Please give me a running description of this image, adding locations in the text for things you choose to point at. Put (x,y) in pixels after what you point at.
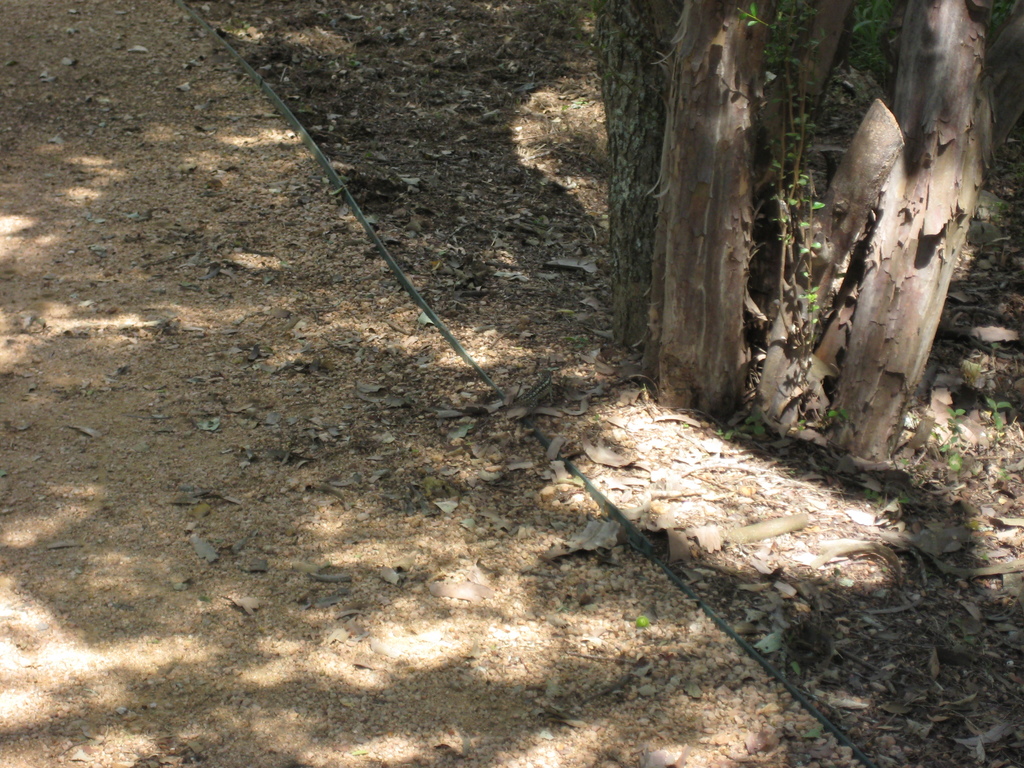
We can see leaves (637,496) and tree trunk (631,209).
